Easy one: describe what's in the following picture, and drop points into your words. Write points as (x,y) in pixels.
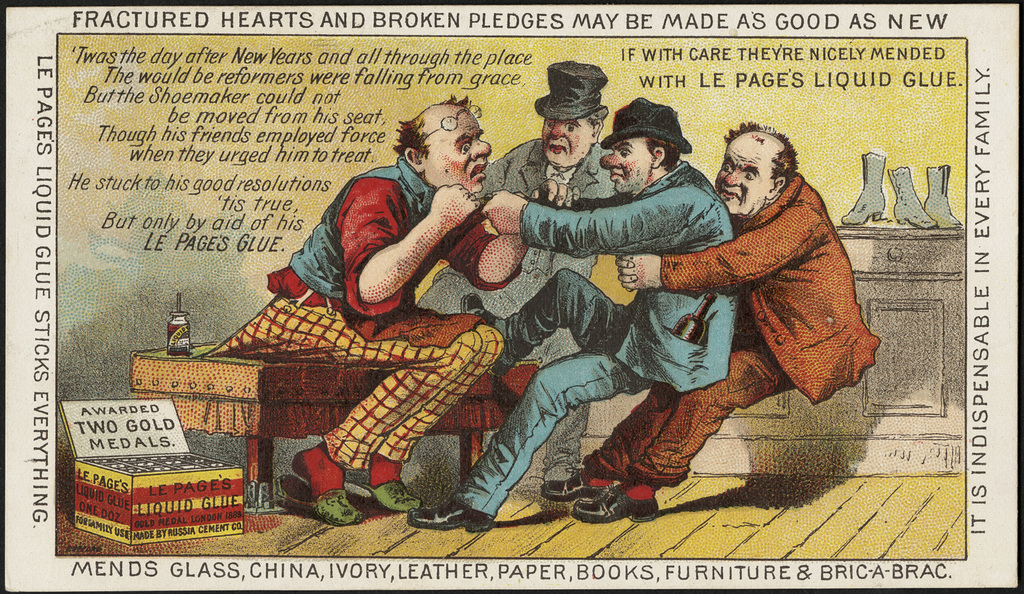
In this picture we can see a paper (439,398) and on the paper (551,398) there are four people (670,343) and other things (885,304).
